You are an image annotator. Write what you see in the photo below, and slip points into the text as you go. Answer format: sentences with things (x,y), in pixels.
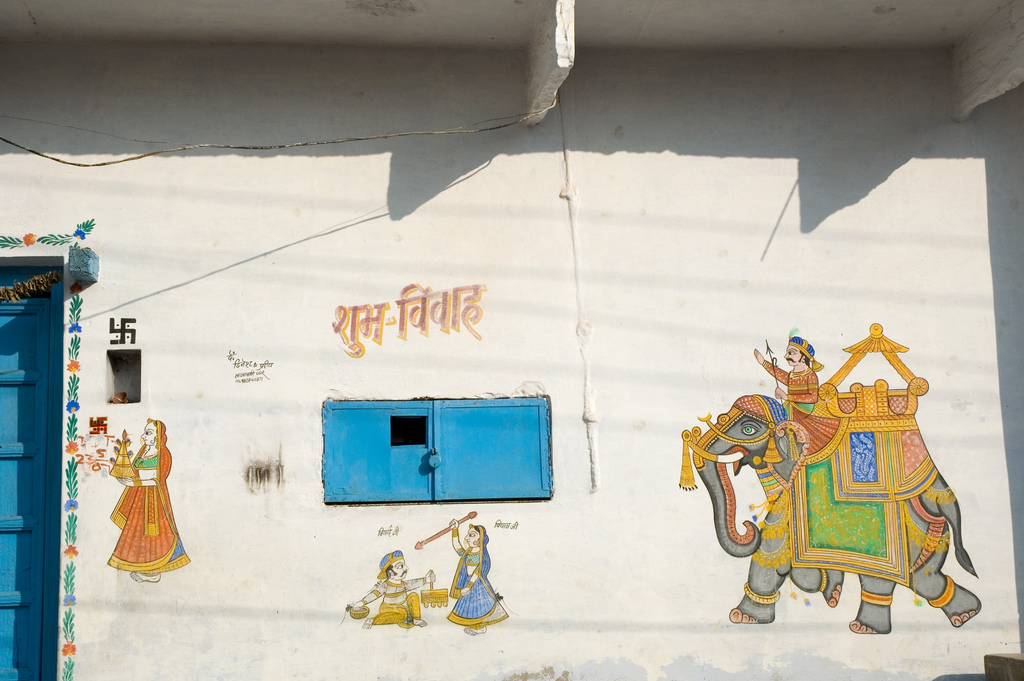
In this picture there is a building (706,391). On the left side of the image (43,662) there is a door (41,438) and there is a floral painting (26,236) around the door (23,670). There is a painting (740,617) of a person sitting on the elephant (784,436) on the wall (689,679) and there is painting (123,567) of group of people (136,569) and there is text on the wall (727,649). In the middle of the image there is a lock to the metal door (513,462). At the top (304,143) there is a wire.
